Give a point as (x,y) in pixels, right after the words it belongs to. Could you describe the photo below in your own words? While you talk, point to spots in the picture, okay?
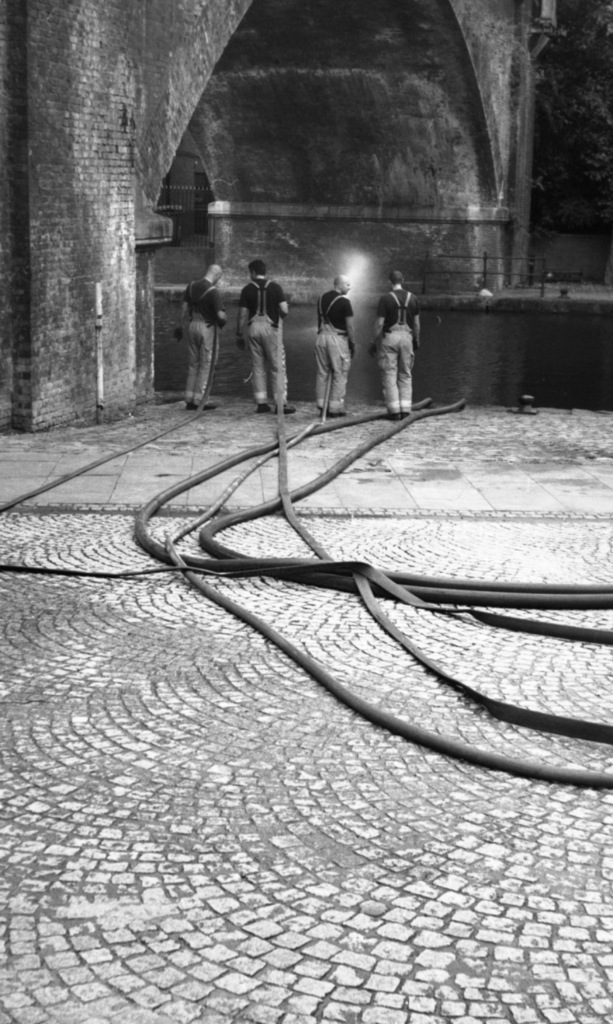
This image consists of four persons (333,396) wearing black T-shirts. It looks like it is clicked outdoors. At the bottom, there are pipes (205,565) on the ground (444,805). In the background (498,6), we can see a big wall (436,122).
